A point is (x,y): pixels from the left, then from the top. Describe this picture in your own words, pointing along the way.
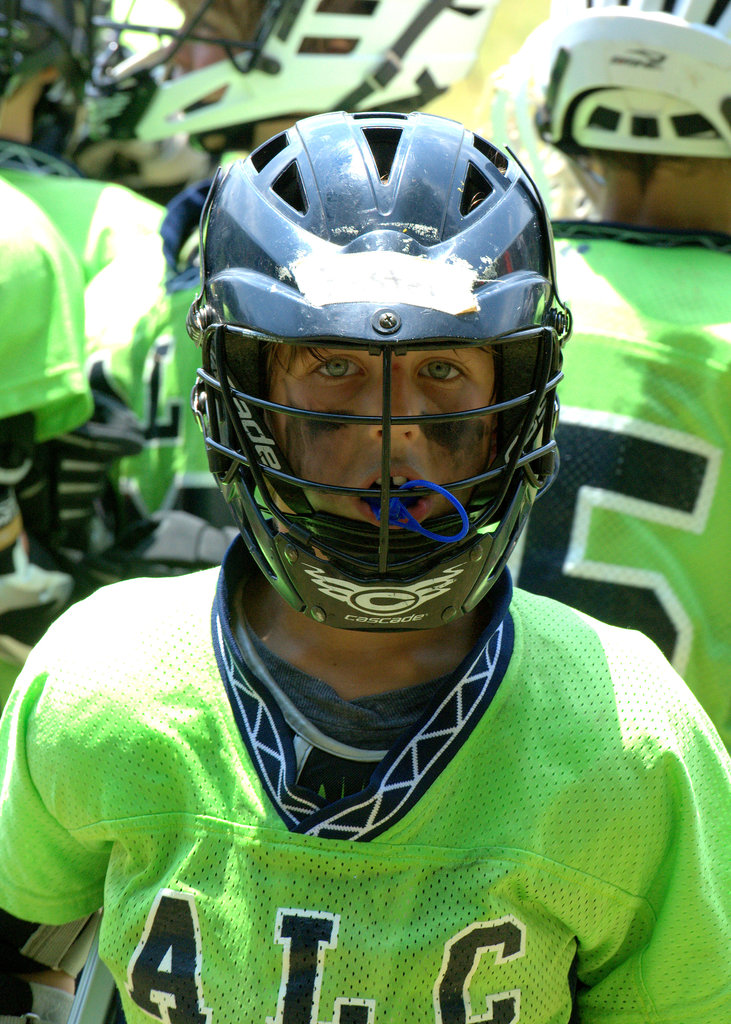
In front of the picture, we see a man (394,359) in the green T-shirt (408,822) is standing and he is wearing a black helmet (423,613). Behind him, we see the people (125,397) in the green T-shirt (628,377) are standing and they are wearing the helmets (154,82) which are in white and black color.
